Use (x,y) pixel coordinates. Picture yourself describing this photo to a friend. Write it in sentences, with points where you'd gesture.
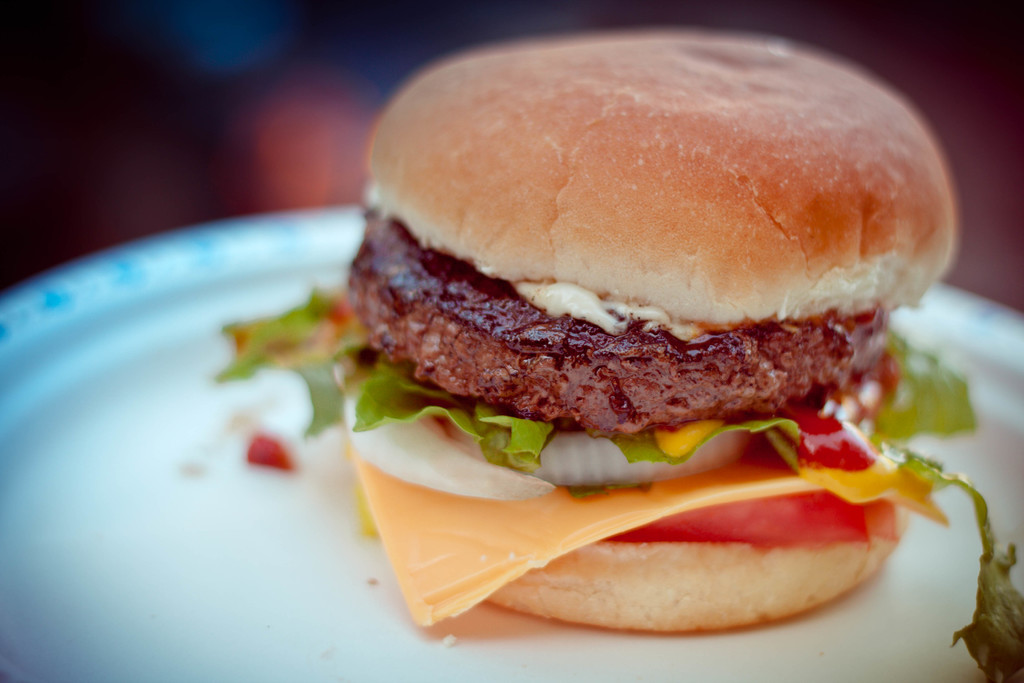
In this picture there is a burger (592,372) in a white plate (602,651). In the back (173,97) I can see the blur image.
